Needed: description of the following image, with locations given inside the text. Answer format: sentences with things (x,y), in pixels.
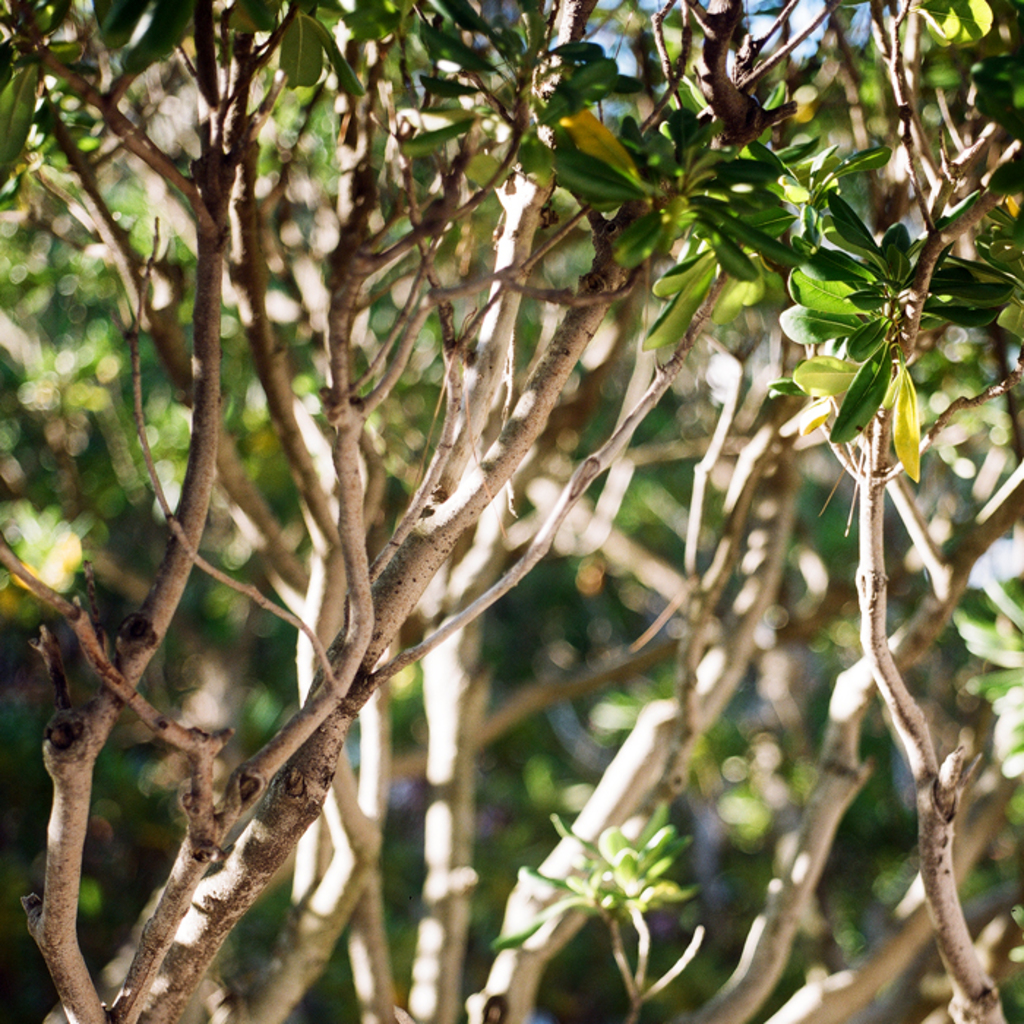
In this image, we can see trees (391,712) with stems (453,403) and leaves (53,583).
